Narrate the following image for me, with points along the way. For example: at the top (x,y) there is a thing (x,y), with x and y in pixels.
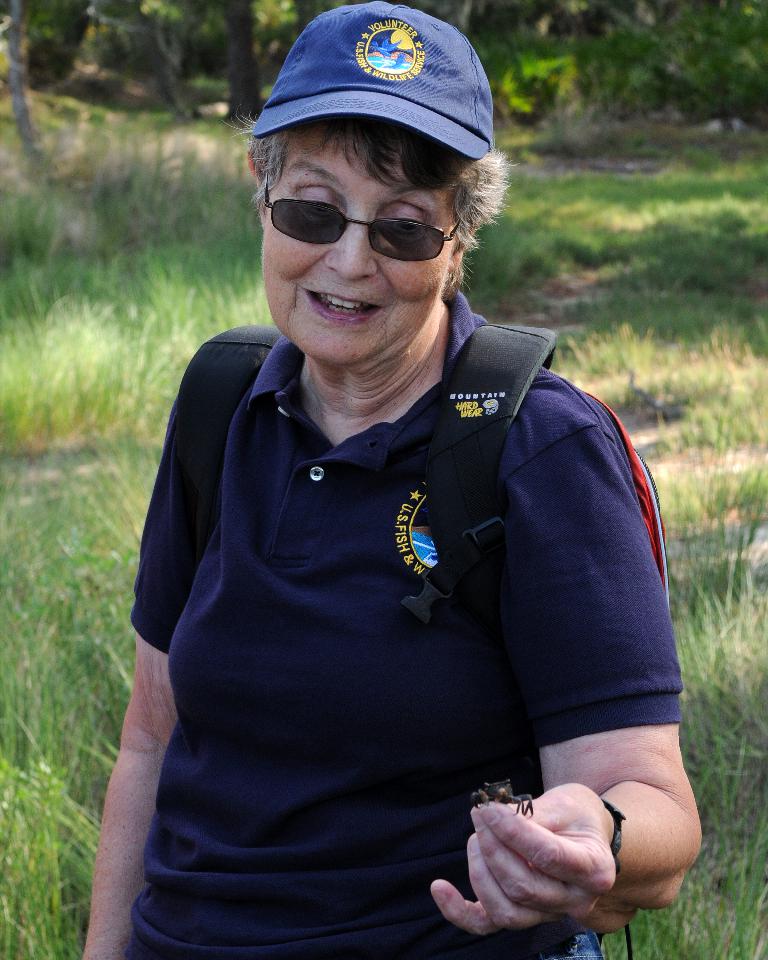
Here in this picture we can see an old woman (422,511) standing on the ground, which is fully covered with grass (94,553) over there and we can see she is wearing a bag (484,361), spectacles (339,228) and a cap (439,108) on her and she is holding an insect (518,799) in her hand (518,823) and in the far we can see trees (596,66) and plants (596,66) present all over there.
